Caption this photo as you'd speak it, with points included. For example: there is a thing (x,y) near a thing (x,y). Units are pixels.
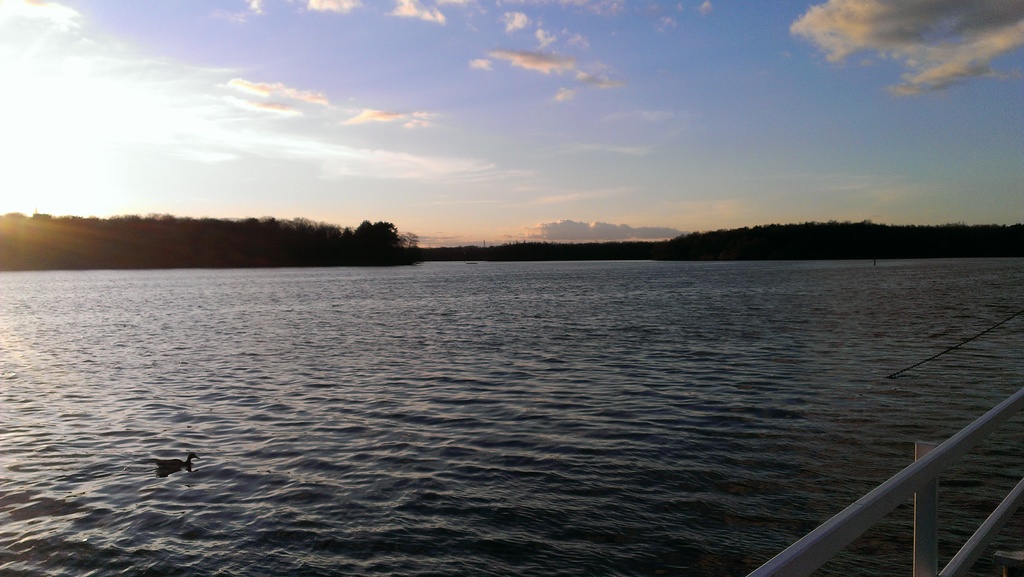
In this image we can see a duck (171,465) is floating in the river (522,397), there are some trees (154,231), and fencing (893,479), we can see clouded sky (655,102).
